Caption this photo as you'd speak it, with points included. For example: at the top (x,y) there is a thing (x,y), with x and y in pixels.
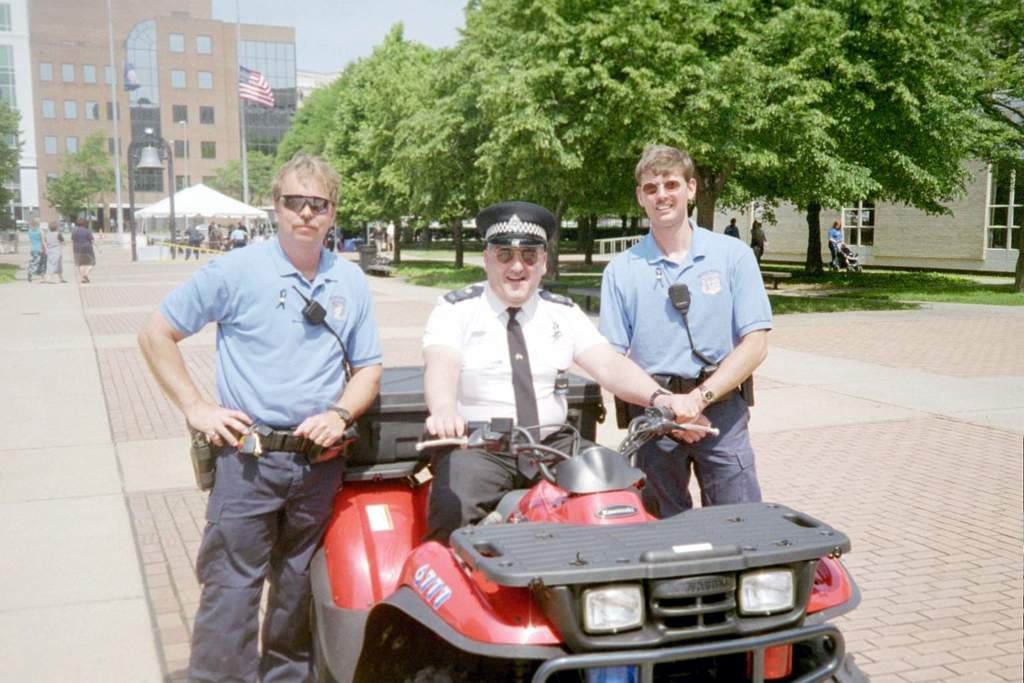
A person (501,360) wearing a white shirt (527,336), a cap (511,234) and a tie (513,324) is sitting on a vehicle (396,380). Near to him two persons (700,294) are standing wearing blue t shirt (652,288) and goggles (297,208). Behind them there are tree (506,109), flag (243,86) and building (77,76). Three ladies (77,252) are walking through the road (112,252). A lady (841,232) wearing a blue dress (839,237) is carrying a stroller (840,259).
